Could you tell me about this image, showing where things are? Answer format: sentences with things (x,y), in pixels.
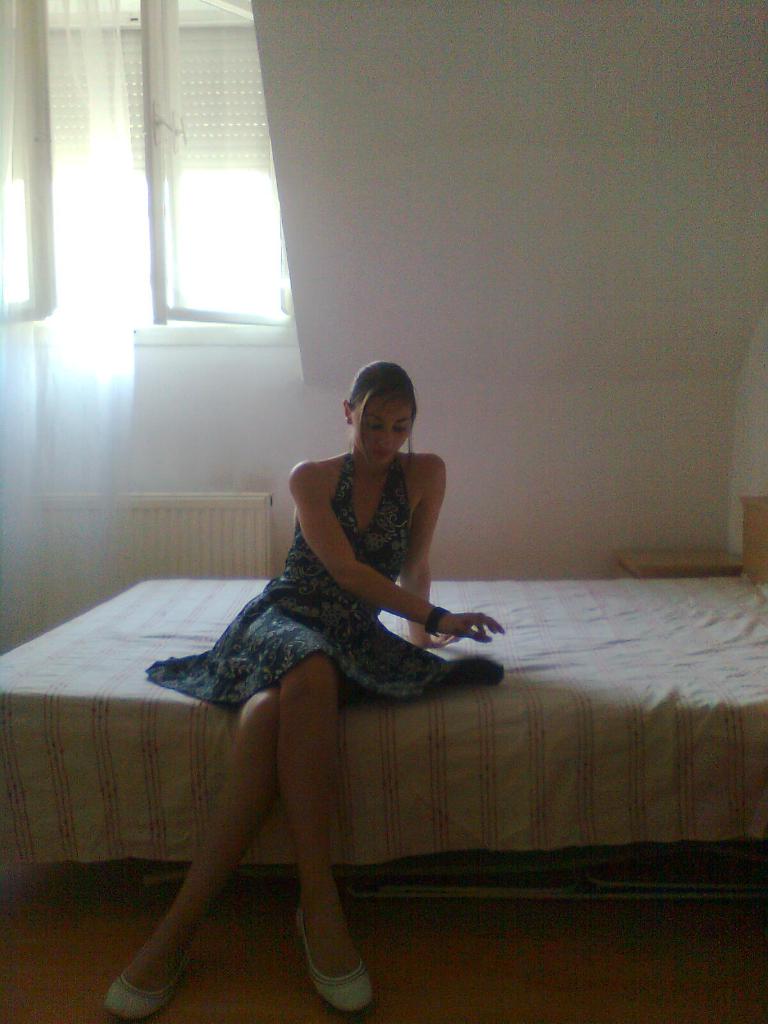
In the center of the image (334,627) we can see one person (303,689) is sitting on the bed (444,739) and she is in a different costume (355,652). In the background (272,379) there is a wall (371,326), window (271,328), curtain (33,287), one table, blanket (468,652) and a few other objects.
